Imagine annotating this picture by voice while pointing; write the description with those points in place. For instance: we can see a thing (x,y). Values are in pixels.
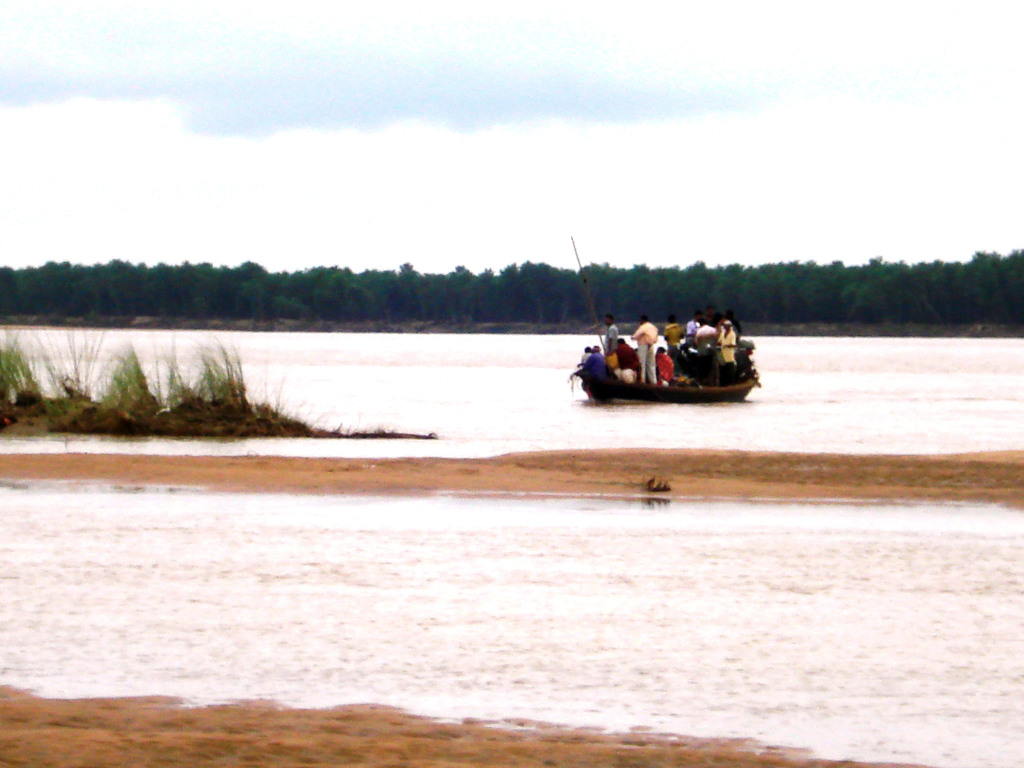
In this image I can see grass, water (925,426) and group of people (660,369) in the boat (676,363). In the background (969,276) I can see trees (978,262) and the sky (348,199). This image is taken may be near the lake (339,361) during a day.
